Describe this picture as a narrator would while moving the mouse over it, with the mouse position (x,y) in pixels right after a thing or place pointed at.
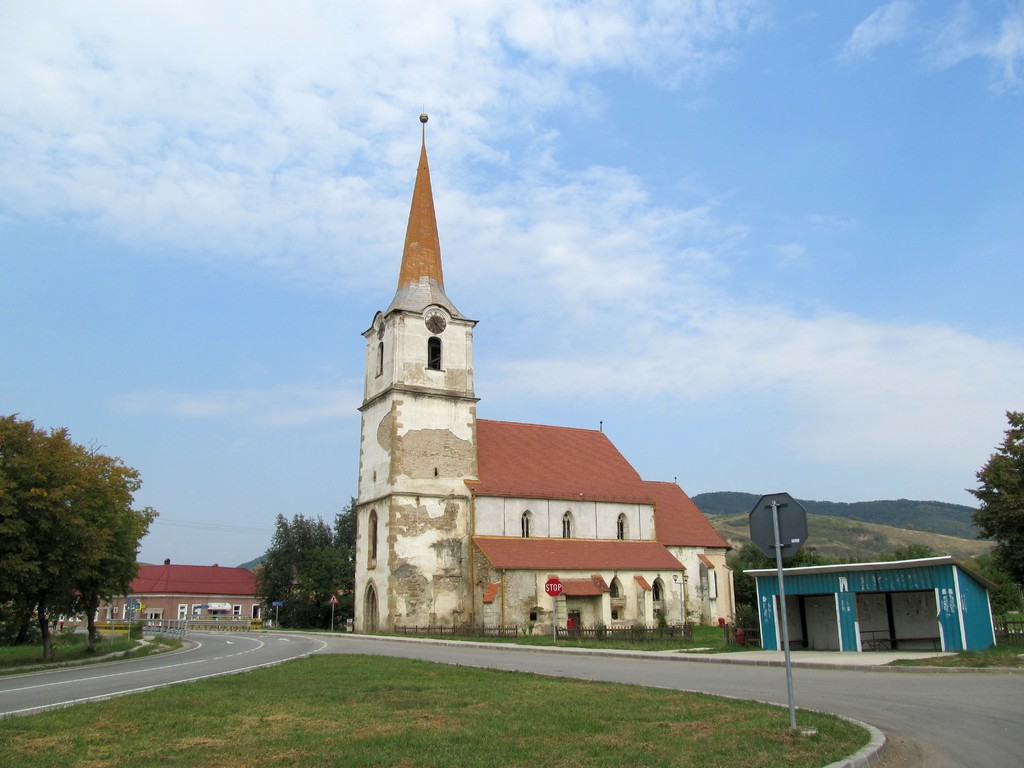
In this image I can see the buildings (479,523) and the houses (122,615) and also the shed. In-front of the building (493,590) I can see the road (360,651) and to the side I can see there are boards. In the back (252,543) there are trees (1023,546), mountains (889,535), clouds (14,163) and the blue sky (554,241).
